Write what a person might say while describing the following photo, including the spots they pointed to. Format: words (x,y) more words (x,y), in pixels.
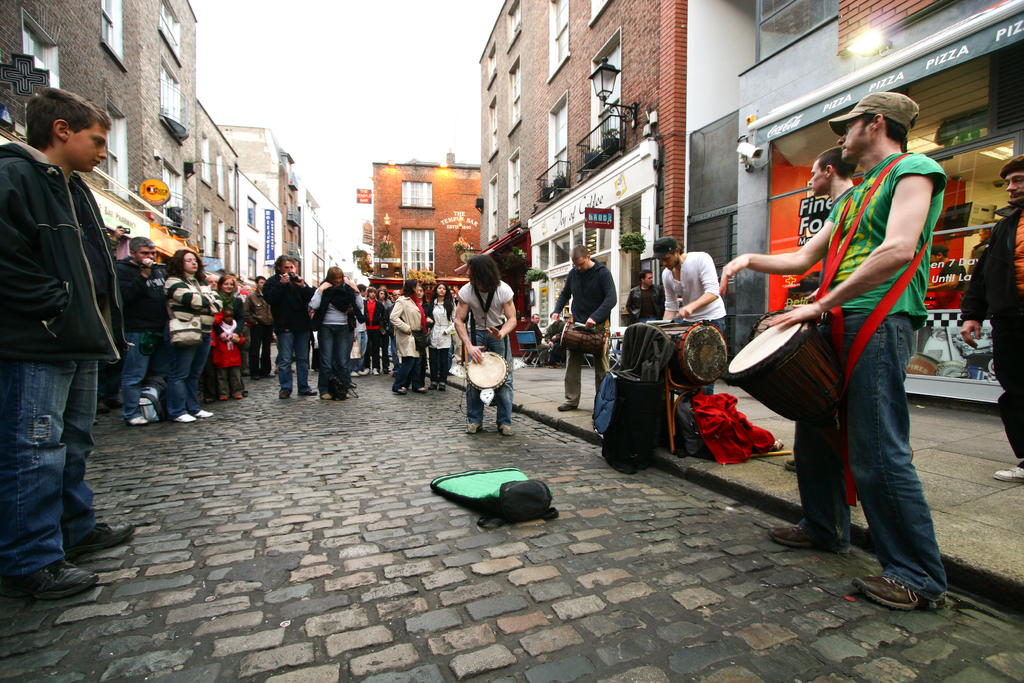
In the image we can see there are people (1013,288) standing on the road (403,419) and there are few people (852,338) playing drums (800,390). Behind there are buildings (161,101) and there is clear sky (319,93).
